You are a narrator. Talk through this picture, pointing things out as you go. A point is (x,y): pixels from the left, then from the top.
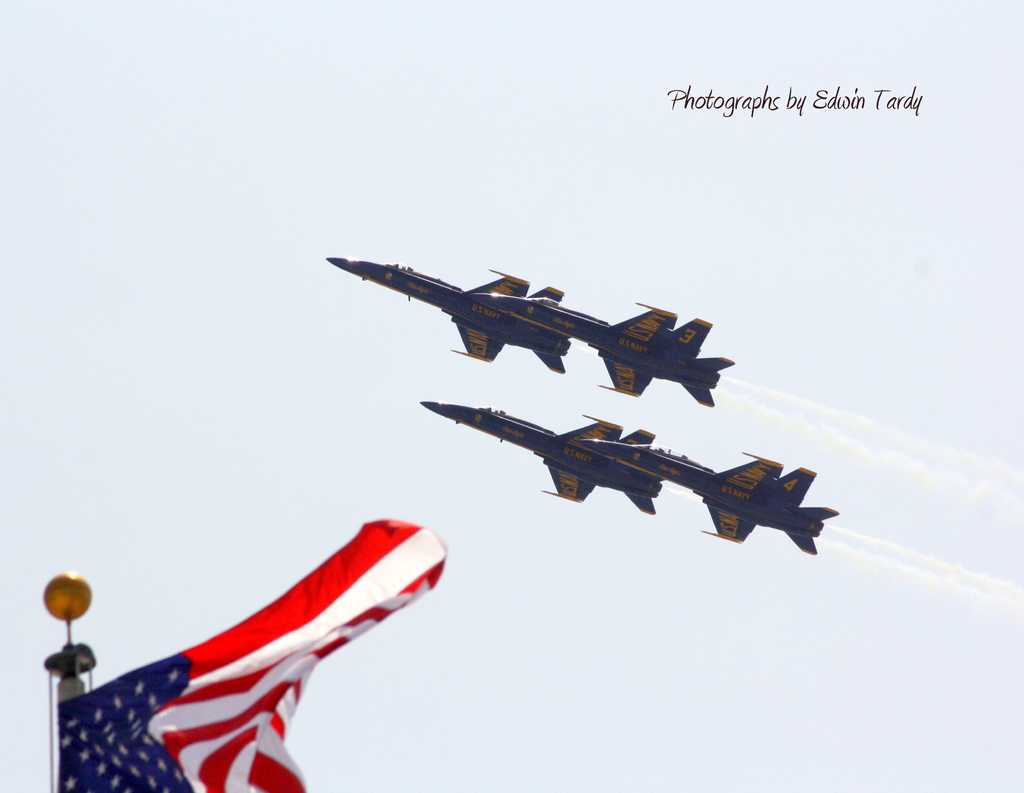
On the left side (220,705), there is a flag (178,737) attached to a pole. On the right side (776,496), there are four aircraft (600,485) flying in the air (351,226) and emitting smoke (867,430). On the top right (895,105), there is a watermark (887,101). In the background (649,141), there is the sky (392,357).
